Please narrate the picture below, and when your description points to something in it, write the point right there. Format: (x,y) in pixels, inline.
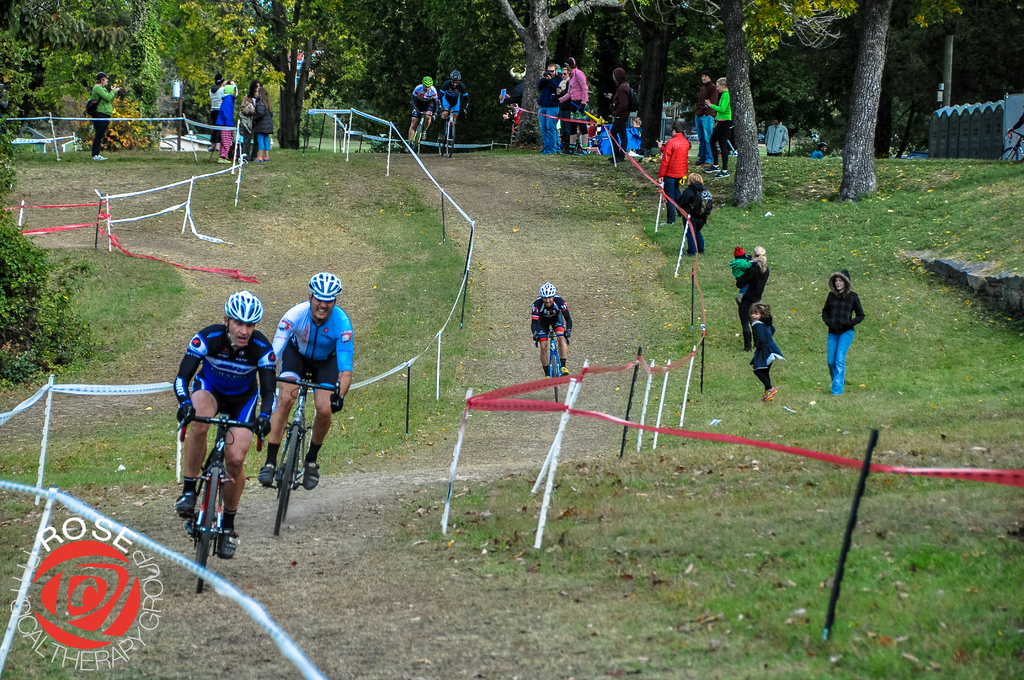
In this image we can see some people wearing helmets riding bicycles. We can also see some poles (453,484) tied with ribbons (602,411) and a group of people (268,129) around them. On the backside (775,298) we can see some grass (400,298), plants (32,291), a fence (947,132), the bark (543,66) of a tree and a group of trees (469,49). On the bottom of the image (63,554) we can see a logo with some text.
